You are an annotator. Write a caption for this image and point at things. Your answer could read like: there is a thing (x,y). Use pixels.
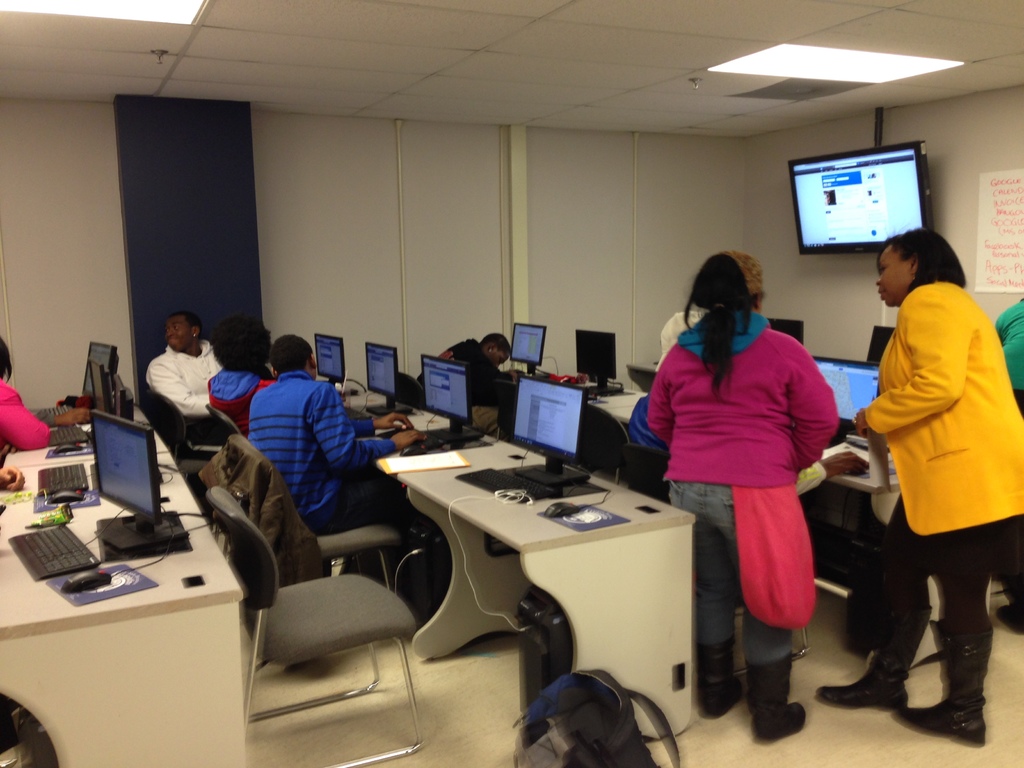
The picture is clicked inside a room (518,319). In the foreground of the picture (666,326) we can see desks (119,633), people (204,343), chairs (361,601), desktops (429,438), backpacks (569,731) and various objects (274,499). On the right (886,196) we can see television (903,196), paper (999,202) and wall (973,132). At the top (432,40) we can see light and ceiling (304,101). On the left (153,174) it is wall (127,210). At the bottom (394,767) it is floor (701,733).
